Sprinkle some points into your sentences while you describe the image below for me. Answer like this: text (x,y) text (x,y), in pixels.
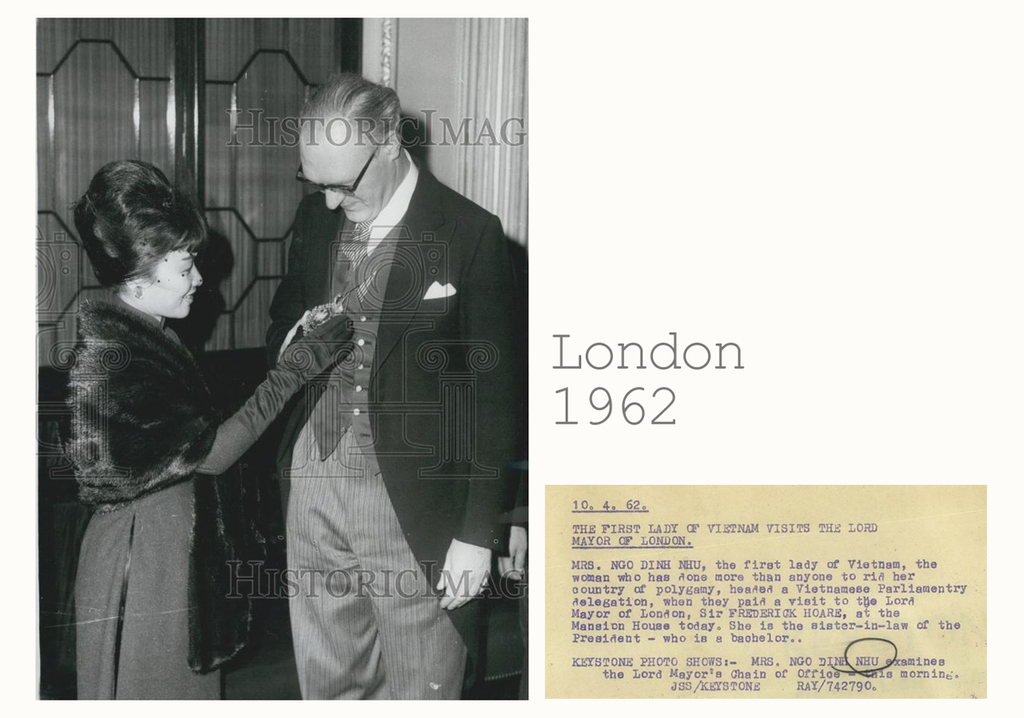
This is an edited picture. I can see a man (353,629) and a woman (304,361) standing, there are watermarks (482,352) on the image, on the right side of the image (858,576) it looks like a letter (726,493) with some words (580,616) and numbers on it.
